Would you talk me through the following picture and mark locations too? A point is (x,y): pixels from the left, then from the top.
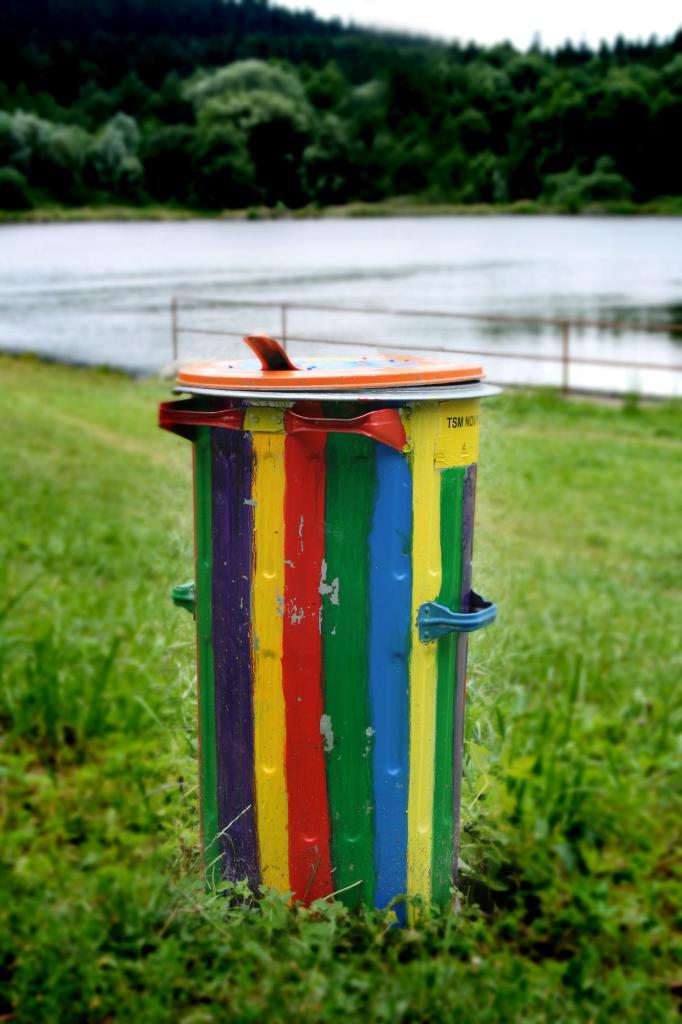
In this picture we can see a box (374,616) in the front (374,616), at the bottom (582,819) we can see grass (574,721), there is water (462,275) in the middle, in the background (401,157) there are some trees (413,78), we can see the sky (486,25) at the top of the picture (454,24).
